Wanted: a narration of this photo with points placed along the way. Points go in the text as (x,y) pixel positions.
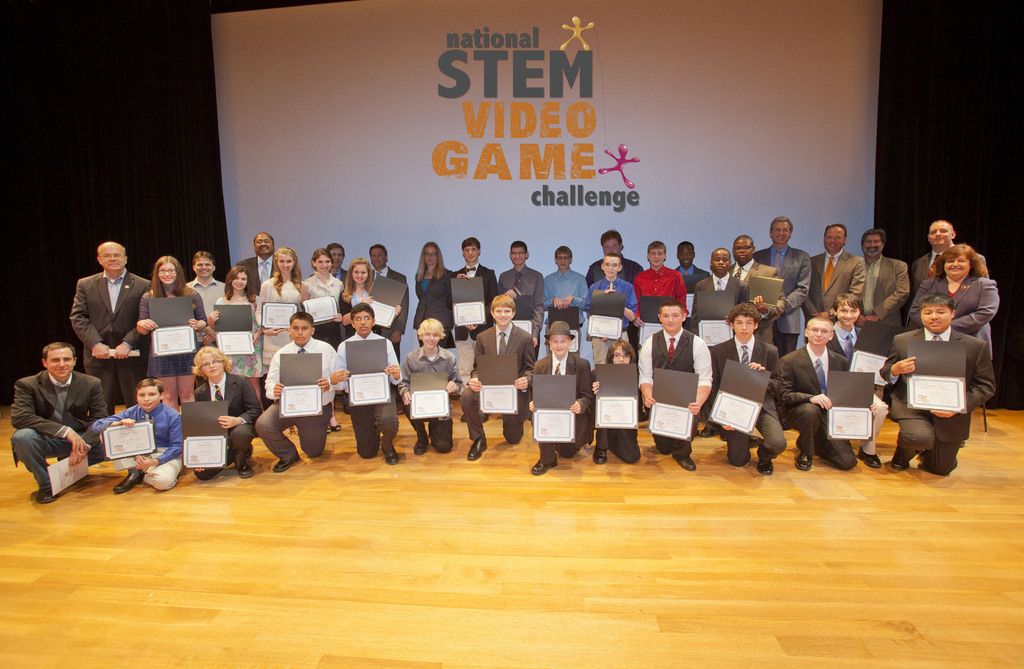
Here I can see a stage (479,517). On this few people (182,367) are standing and few people (505,439) are sitting on the knees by holding certificates (289,398) in their hands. Everyone is smiling and giving pose for the picture. In the background (620,55), I can see a white color banner (492,90) on which I can see some text (534,168).
